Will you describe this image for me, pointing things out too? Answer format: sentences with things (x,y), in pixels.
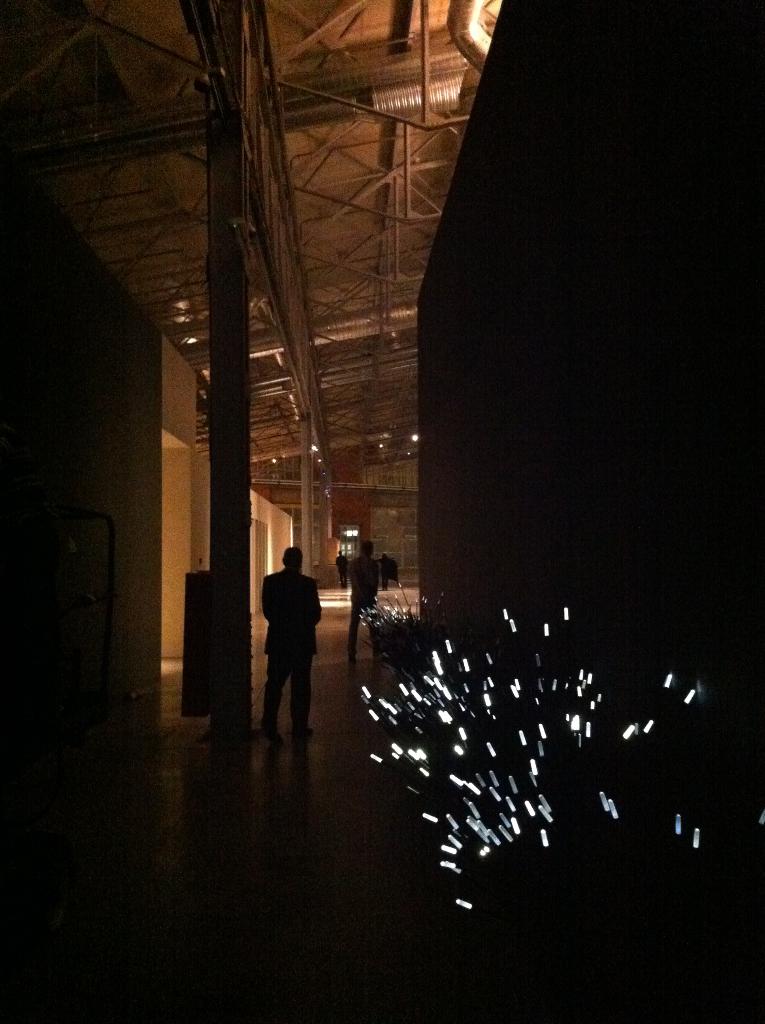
There are lights (495,792) and some people (307,584) are standing at the bottom of this image (478,792). We can see pillars (237,503) and a wall (273,538) in the background (169,532). We can see a roof (124,199) at the top of this image (248,225).
